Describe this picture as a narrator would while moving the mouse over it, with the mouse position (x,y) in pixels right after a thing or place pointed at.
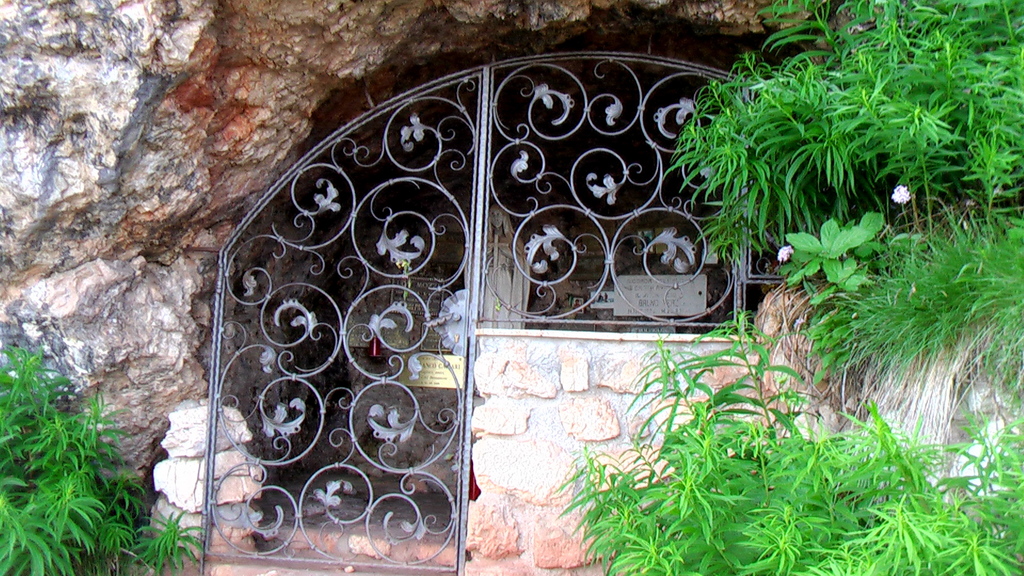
In this picture I can see in the middle (458,211) there is an iron frame (530,311) and also there is a statue (510,265). There are plants (718,510) on either side of this image.
